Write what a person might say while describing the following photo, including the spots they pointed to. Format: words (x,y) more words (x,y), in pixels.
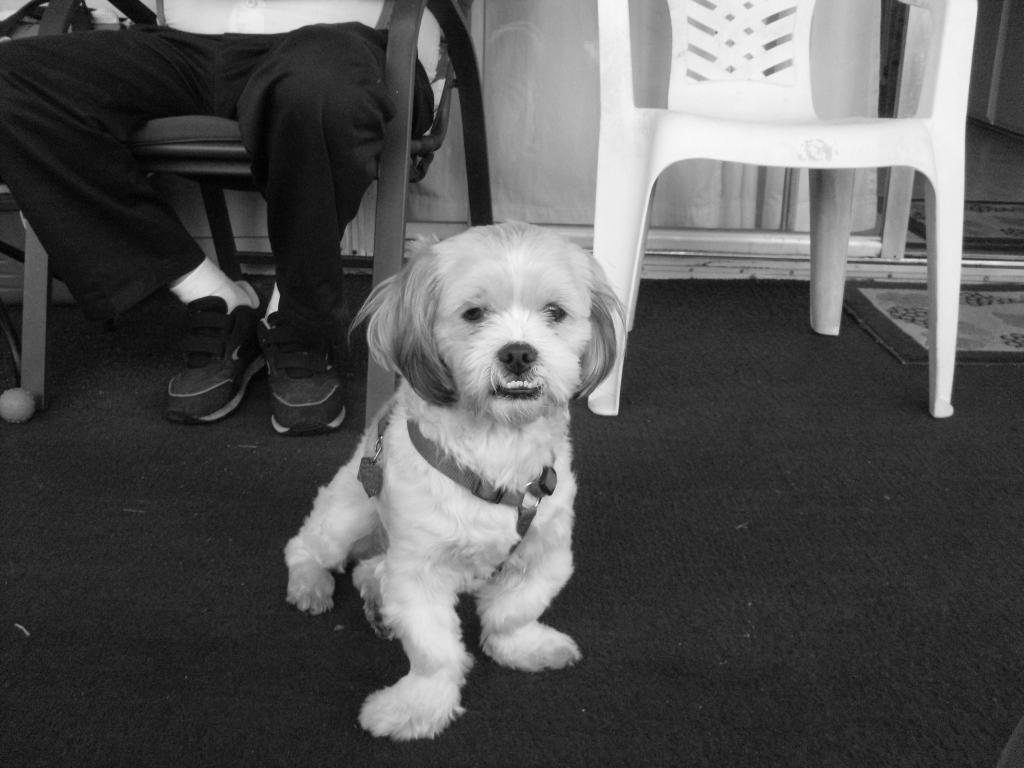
This is a black and white picture. We can see a dog (406,442), chair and a carpet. A person (334,268) is sitting on a chair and behind the person (300,91) there is a wall (785,175).
